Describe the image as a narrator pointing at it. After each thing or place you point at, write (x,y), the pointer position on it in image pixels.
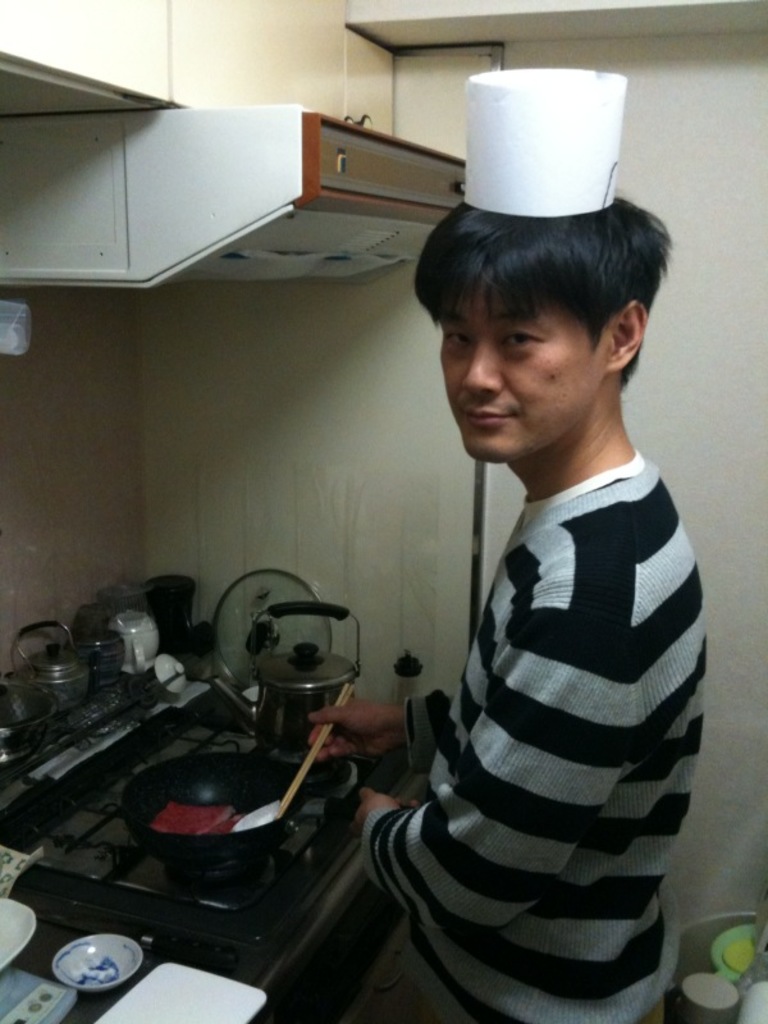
In the middle of the image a man (628,1006) is standing and holding some chopsticks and pan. In the bottom left corner of the image (14,789) there is a table (52,820), on the table (52,820) there is a stove (162,742), bowls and cups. Behind them there is wall (175,322), on the wall (763,702) there is a cupboard (244,32). In the bottom right corner of the image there is an object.
